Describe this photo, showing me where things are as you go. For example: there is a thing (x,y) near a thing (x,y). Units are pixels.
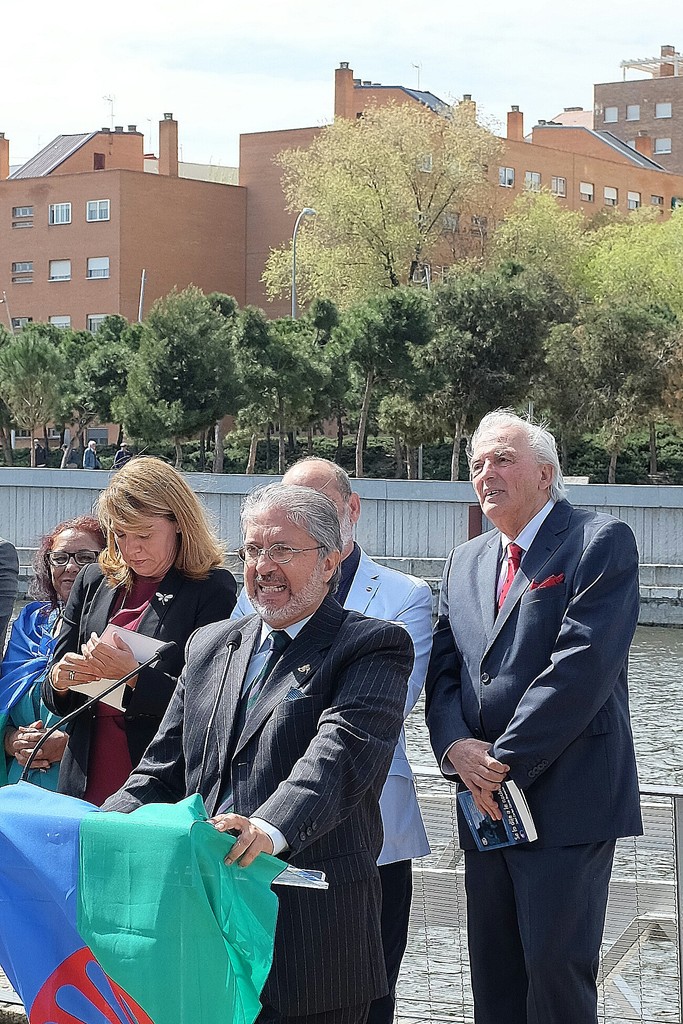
In this image we can see few persons (233,579) and among them few persons (318,661) are holding objects (481,817). In front of the person (275,678) we can see a podium (165,845) with mic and on the podium (140,909) we can see a flag (134,882). Behind the persons (298,892) we can see the fencing (429,925), water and trees (464,443). In the background (280,313), we can see the buildings (178,209). At the top (291,92) we can see the sky (221,30).
